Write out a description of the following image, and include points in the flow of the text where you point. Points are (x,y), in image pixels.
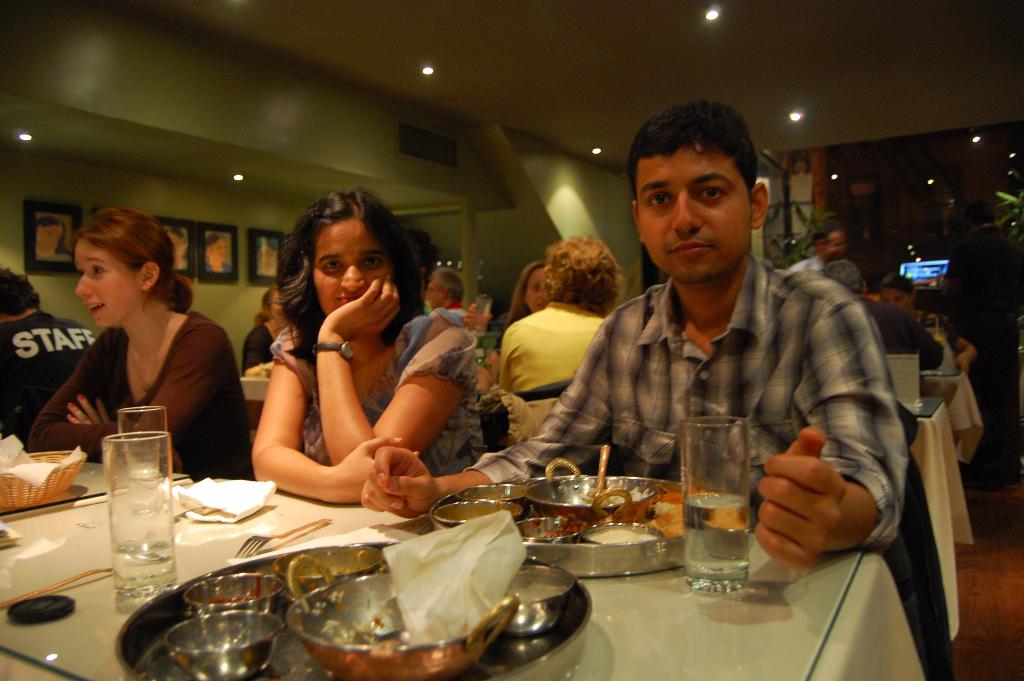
In this image there are a group of persons (650,364) sitting, there is a man (825,243) standing, there are tables (733,640), there is a table (738,657) towards the bottom of the image (484,602), there are objects (594,509) on the table (201,528), there is a wall (21,190) towards the left of the image (215,249), there are photo frames (220,267) on the wall (233,265), there is a roof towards the top of the image (641,75), there are lights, there is a screen (914,268), there is an object (1009,205) towards the right of the image (1012,233), there is a floor (993,558) towards the right of the image (991,552).
